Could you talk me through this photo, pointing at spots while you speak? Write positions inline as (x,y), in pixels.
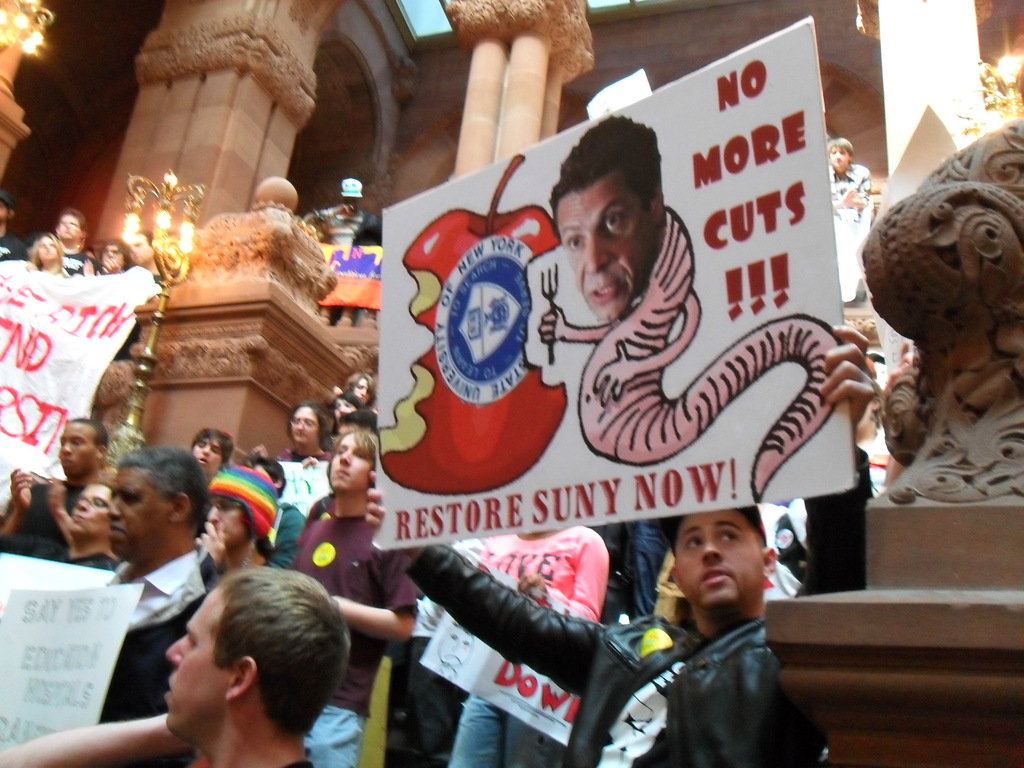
In this image we can see the people (656,554) holding the boards (573,481) with text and also images (600,319). We can also see the lights (163,240) and also pillars (302,119) in this image.
